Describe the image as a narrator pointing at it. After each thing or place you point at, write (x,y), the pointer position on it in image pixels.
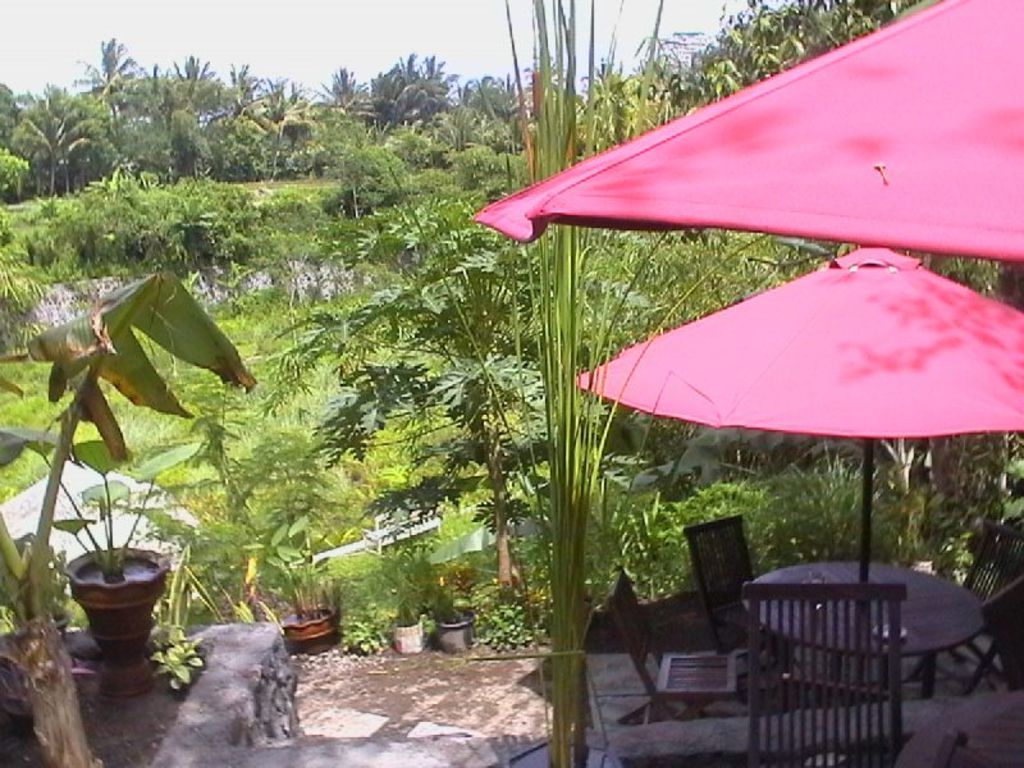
In this picture we can see red color tents (935,333) under that table (940,606), chairs (841,633) and aside to that flower pot (290,629) with plants (251,593) on wall (237,628) and in background (227,487) we can see trees (235,82), sky (276,76).
